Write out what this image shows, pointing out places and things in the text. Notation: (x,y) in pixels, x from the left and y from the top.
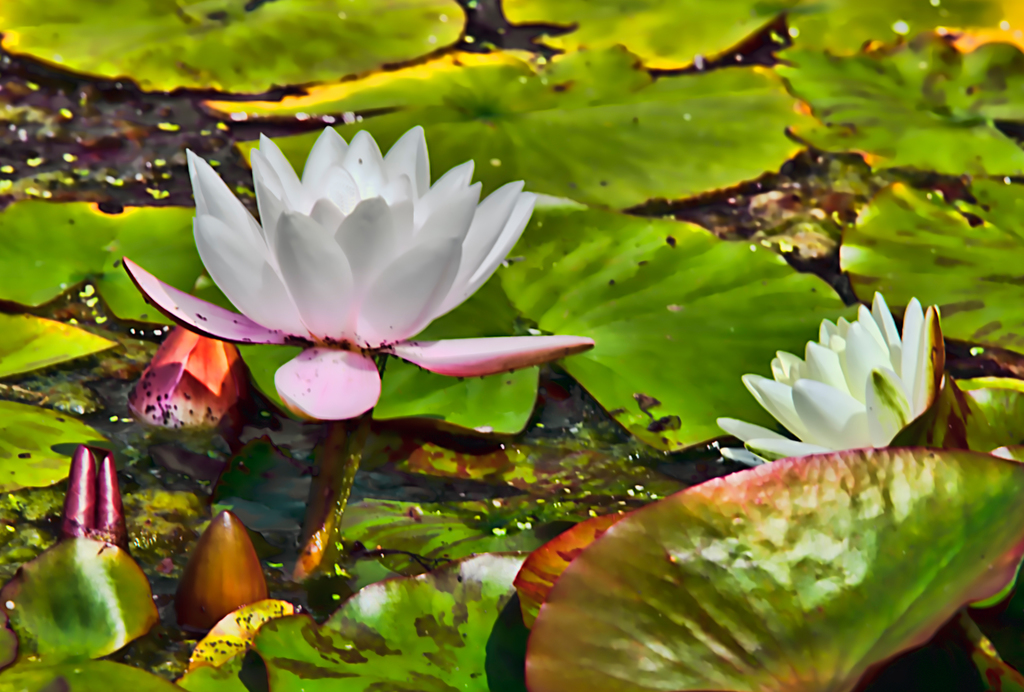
In this picture I can see the lotus flowers (888,381) on the water (576,429), beside that I can see the green leaves (643,239) which are floating on the water (31,76).
